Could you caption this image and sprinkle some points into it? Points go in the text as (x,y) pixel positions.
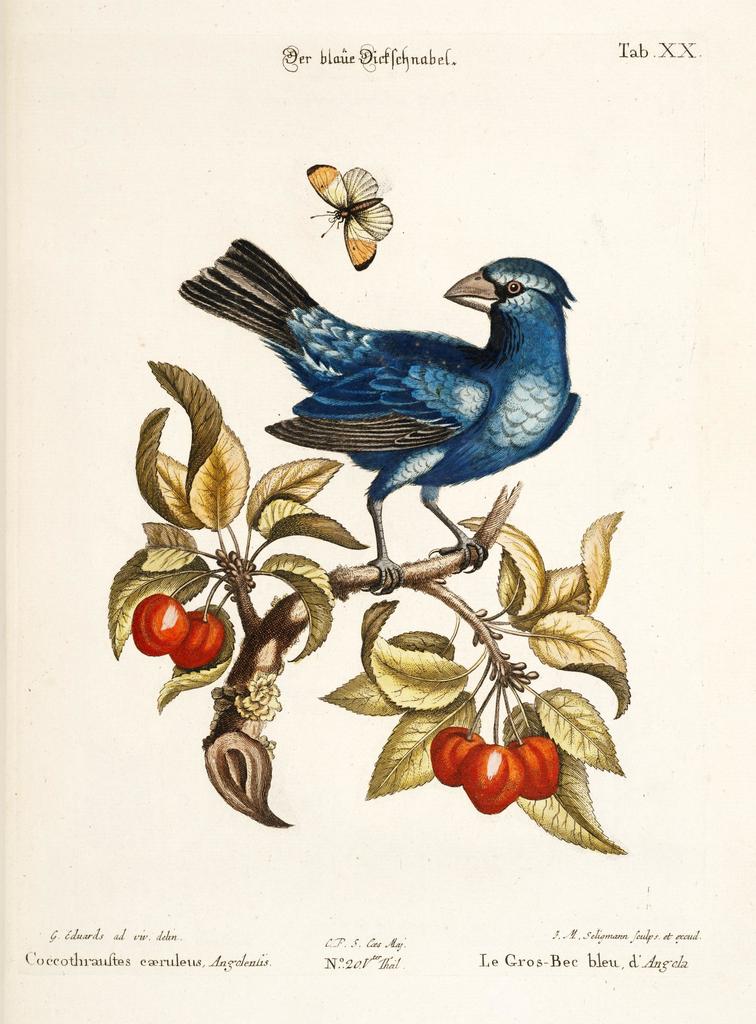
In this image there is a painting (337,430) of a bird (488,444) standing on a branch (363,573) with leaves (189,571) and fruits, above the bird (365,395) there is a butterfly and there is some text (385,60) written on the top (437,66) and bottom of the painting (516,112).
